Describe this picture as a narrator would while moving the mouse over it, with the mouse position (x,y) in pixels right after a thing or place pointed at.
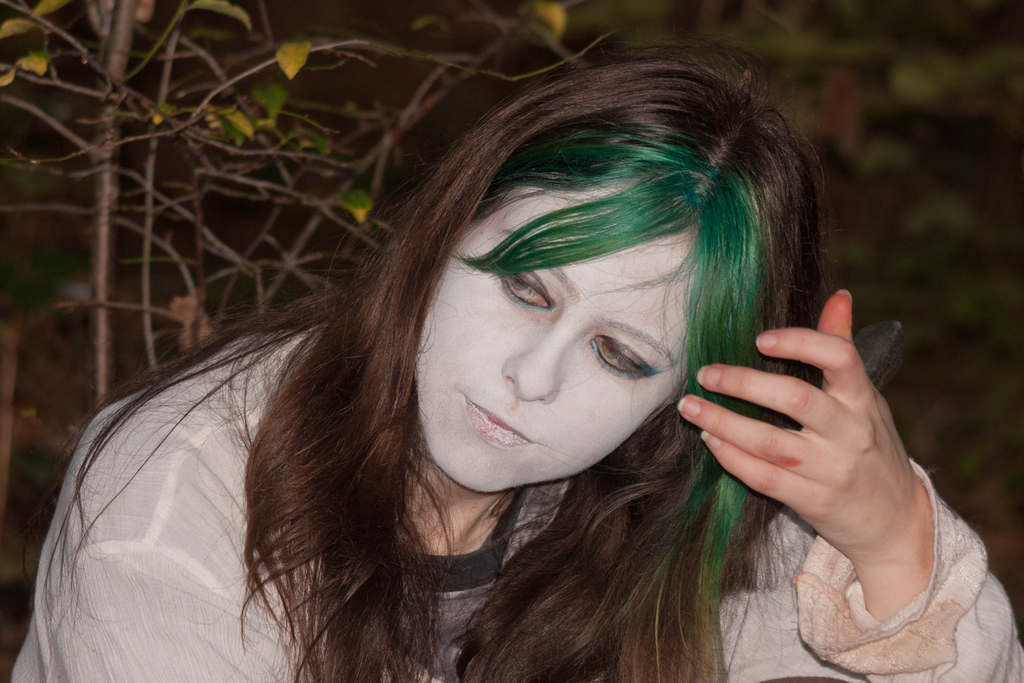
In the middle of the image (363,451), there is a woman (341,315) in white color t-shirt (174,436), having a white color powder (617,255) on her face (445,344) and adjusting her hair (712,298). Beside her, there is a tree (113,301). And the background (978,397) is blurred.
